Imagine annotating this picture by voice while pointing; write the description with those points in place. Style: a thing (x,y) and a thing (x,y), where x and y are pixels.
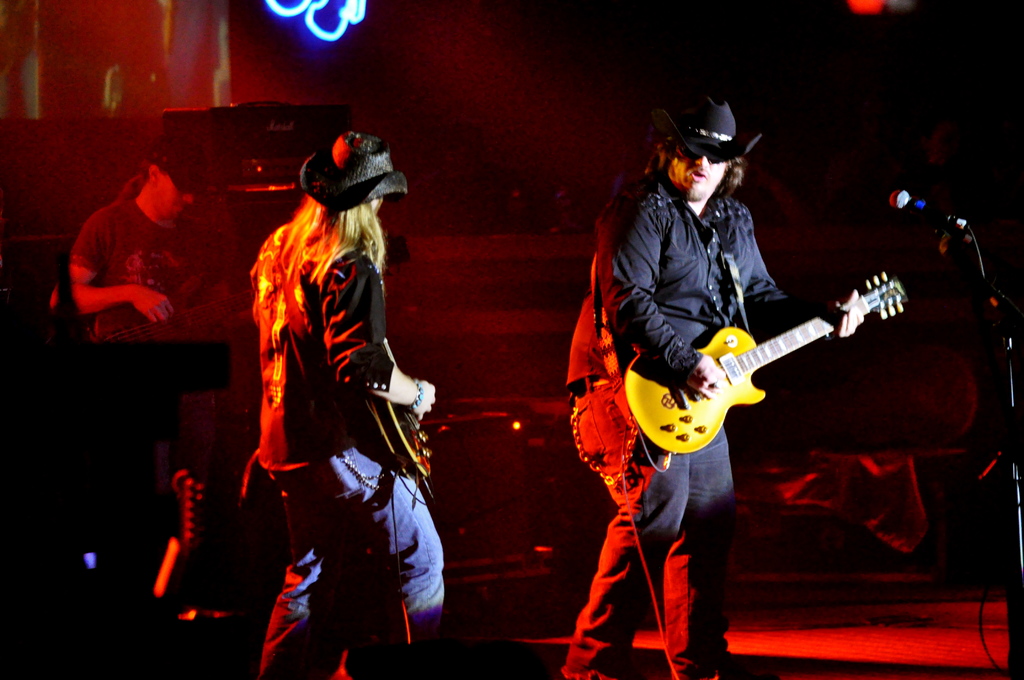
On the right (900,305) a man (589,349) is playing the guitar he wear a hat (729,111) in the left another person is standing there is a light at the top (310,24).
